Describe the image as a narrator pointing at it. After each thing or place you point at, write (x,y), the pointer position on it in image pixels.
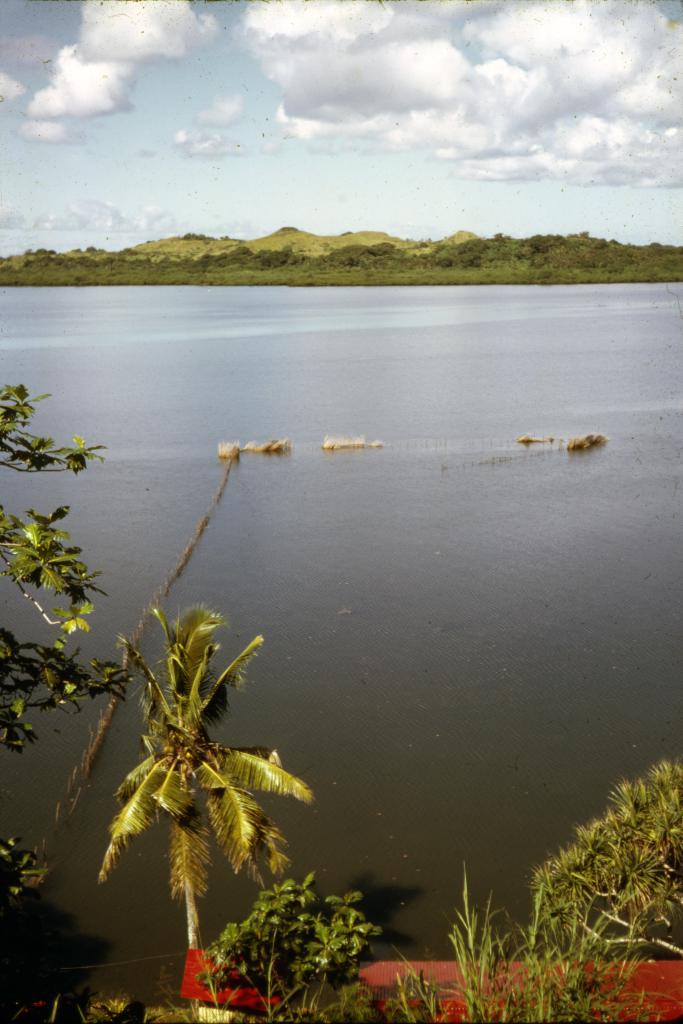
In this image we can see trees (147,780), there is the water (302,467), there is grass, the sky (447,222) is cloudy.
